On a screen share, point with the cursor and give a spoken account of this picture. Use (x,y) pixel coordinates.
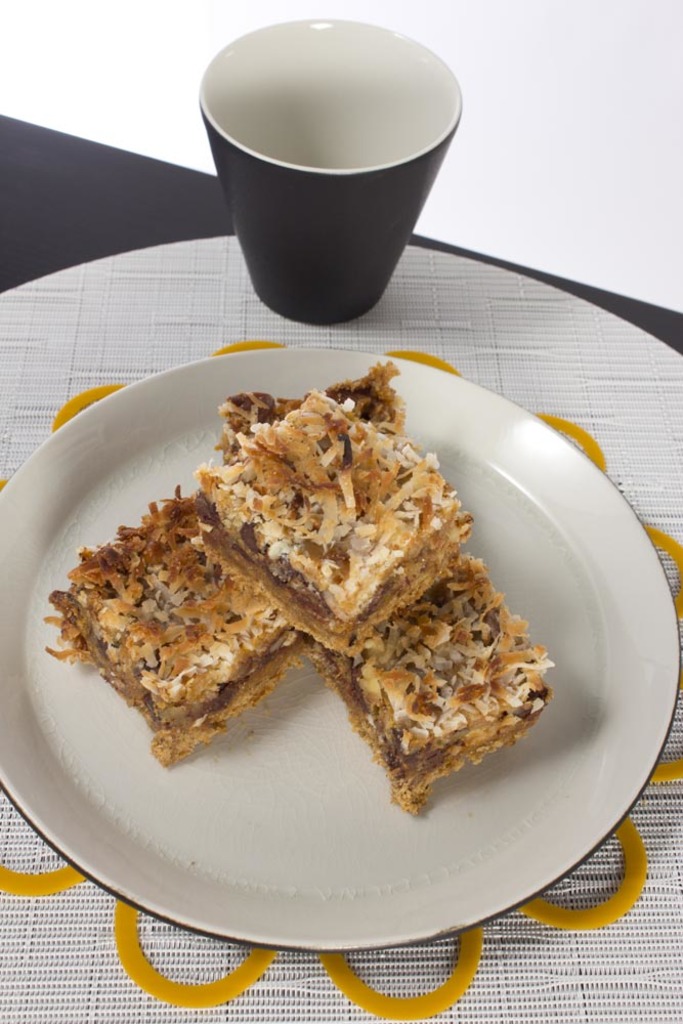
In this image I can see food (526,653) on the plate (510,871) and it is placed on the table (579,386), and I can see there is a glass (394,41) on the table (580,357).
